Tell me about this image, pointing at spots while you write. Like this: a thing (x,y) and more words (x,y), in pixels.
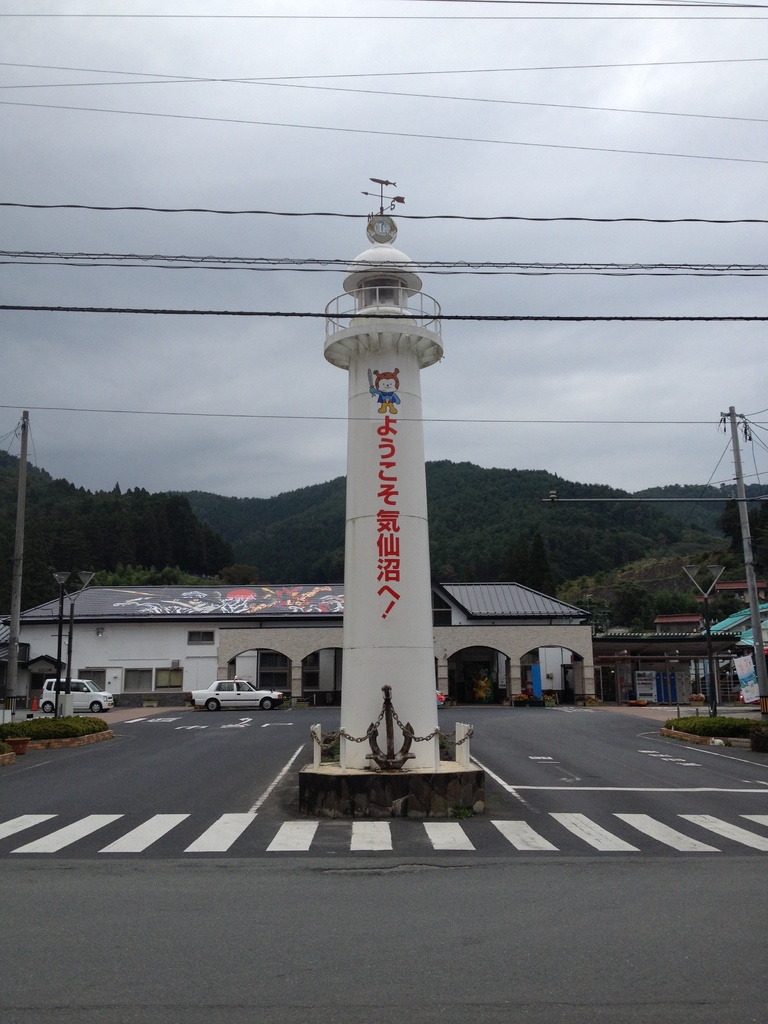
In the middle of the image (388,561) we can see a tower (388,661), in the background (84,626) we can find few poles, cables (578,66), lights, buildings (456,630), vehicles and trees (554,539).
